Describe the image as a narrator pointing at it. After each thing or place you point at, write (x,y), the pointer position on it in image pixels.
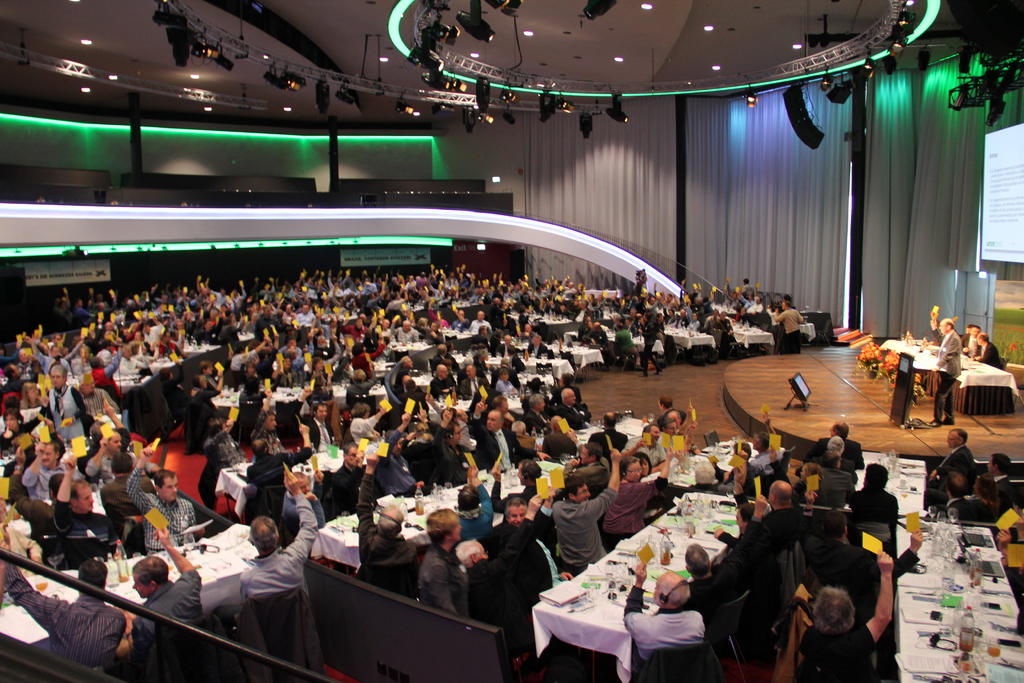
This picture describes about group of people (847,435), few are sitting on the chairs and few are standing, in front of them we can see bottles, glasses (597,583), papers (630,543) and other things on the tables (383,390), in the background (374,212) we can find few lights (239,209), hoardings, curtains (627,231) and a projector screen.
